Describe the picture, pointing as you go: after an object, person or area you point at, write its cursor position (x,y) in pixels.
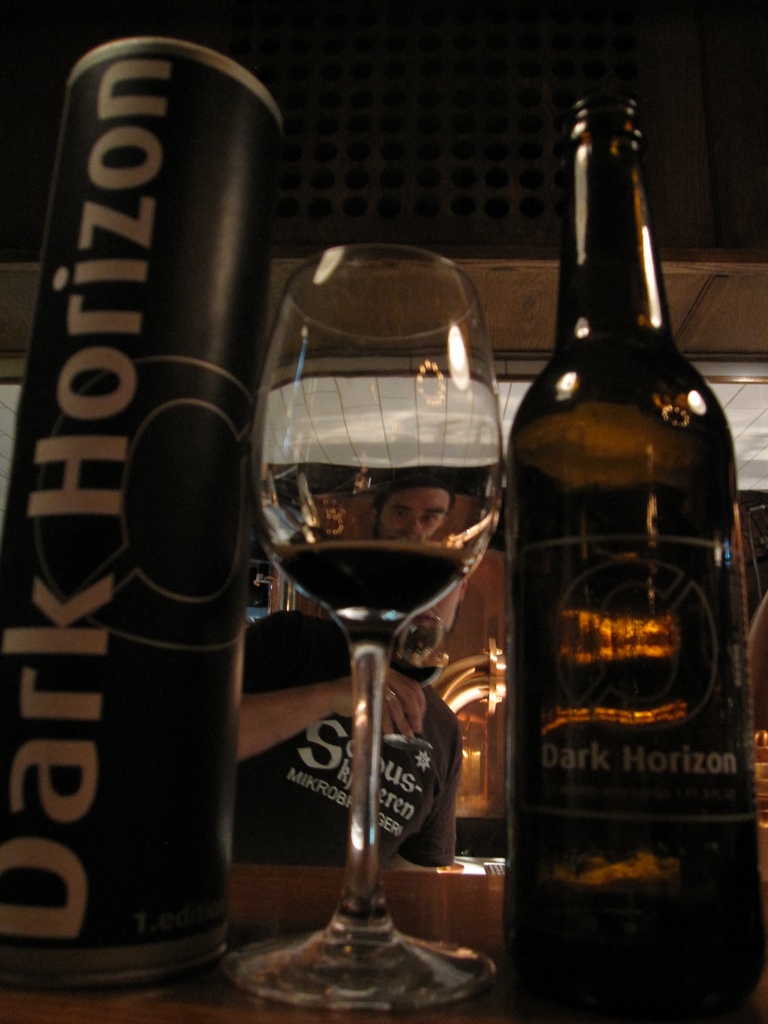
We can see bottle (606,331), glass (363,996) and tin (110,813) on the table (248,1007), through this glass (268,956) we can see a person face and there is a person (421,754) holding a glass (413,651) with drink (411,577).
